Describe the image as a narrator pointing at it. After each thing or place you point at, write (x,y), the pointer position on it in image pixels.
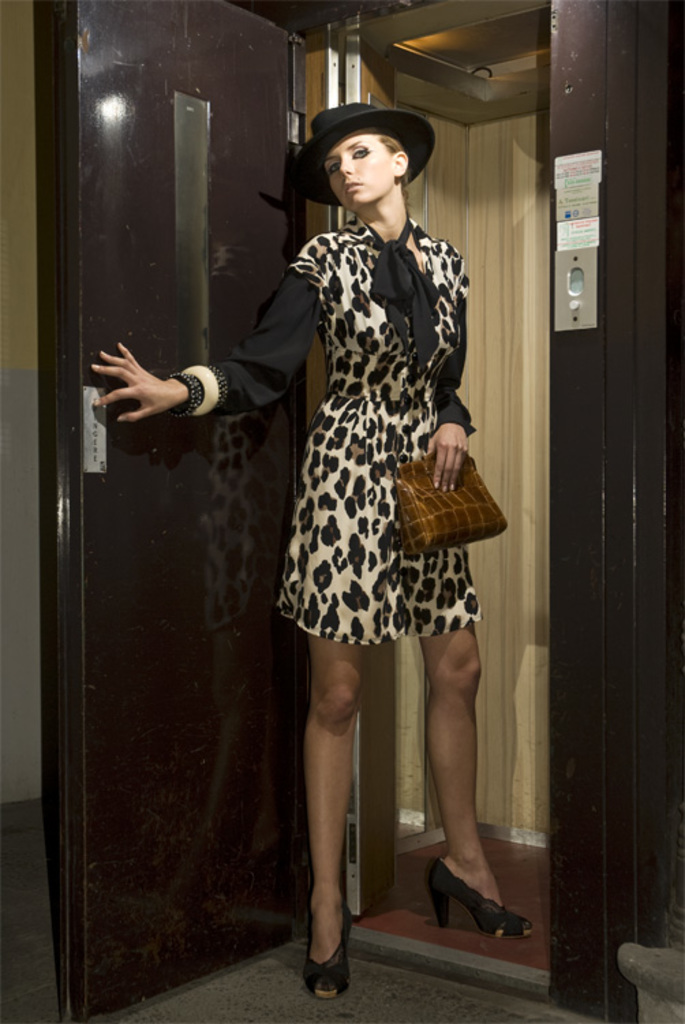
In this picture there is a woman (246,386) who is wearing hat (336,202), dress (348,413), shoe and holding a bag (441,515). She is standing near to the door (189,785), besides her I can see the cloth (521,511) which is hanging from this pole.
